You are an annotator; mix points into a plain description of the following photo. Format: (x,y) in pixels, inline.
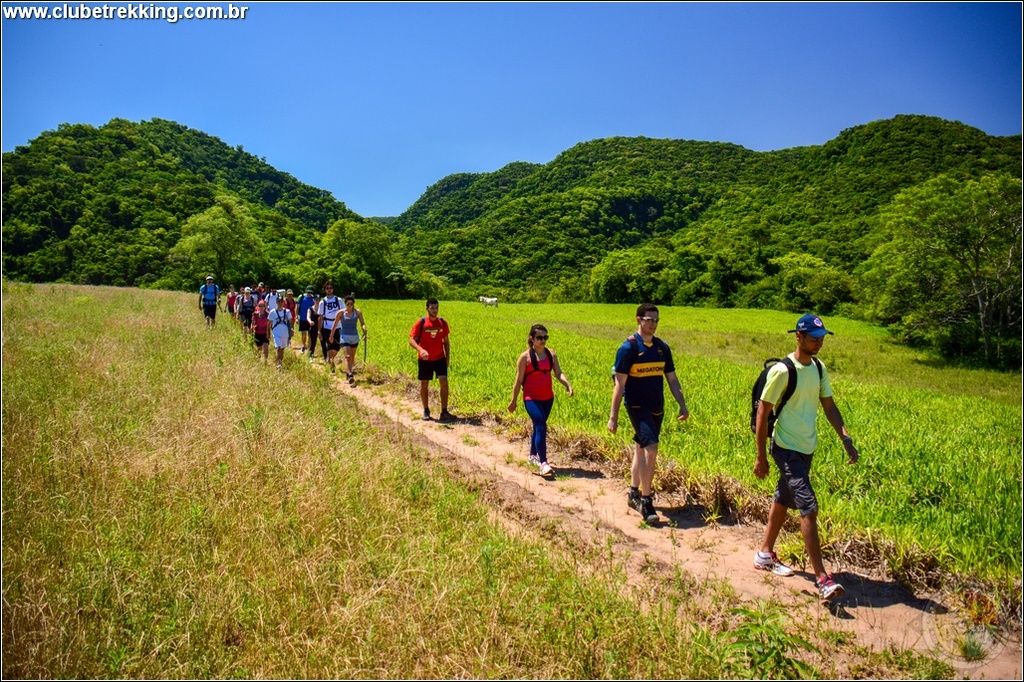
In the center of the image (347,366) there are people (213,313) walking on a mud road (836,610). At the background of the image (187,145) there are trees (584,180). At the bottom of the image (336,532) there is grass (154,507). At the left side (9,10) corner of the image on top there is text (88,17) printed.
